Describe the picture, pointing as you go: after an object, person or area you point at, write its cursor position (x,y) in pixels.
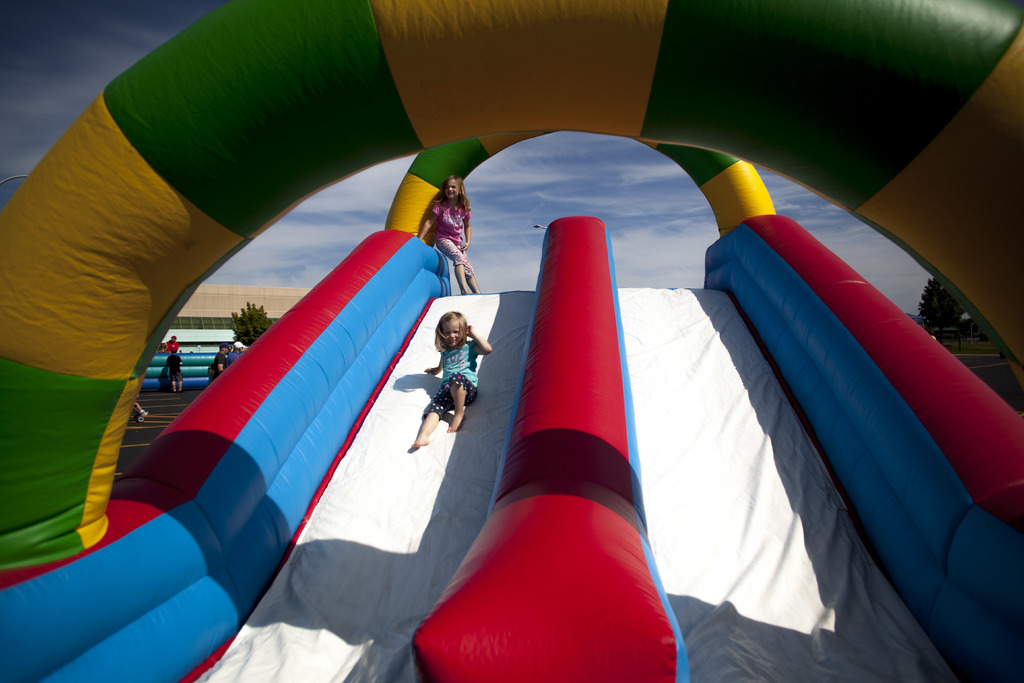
In this picture we can see the inflatable balloon slides (507,418) and two small girls (453,351) are sliding. On the top (575,176) we can see the sky (572,184).
